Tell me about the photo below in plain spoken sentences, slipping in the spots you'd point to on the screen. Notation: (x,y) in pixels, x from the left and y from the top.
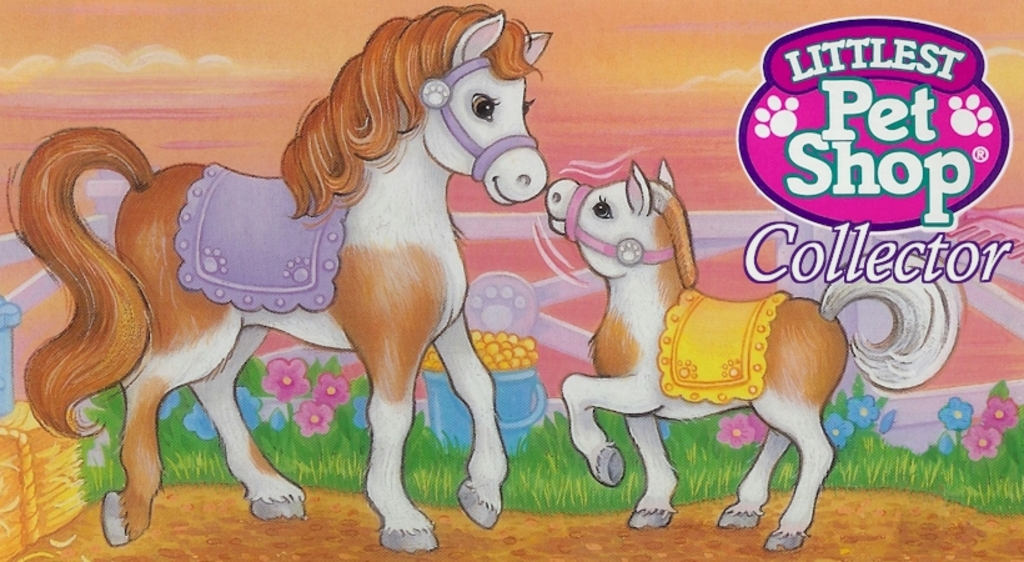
This is a painting where we can see the horses (328,185). In the background (987,476), we can see grass (557,480), flowers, sky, fence (512,274) and yellow color objects (482,342) in a bucket (497,378). We can see a watermark (846,191) on the right side of the image (895,211).
